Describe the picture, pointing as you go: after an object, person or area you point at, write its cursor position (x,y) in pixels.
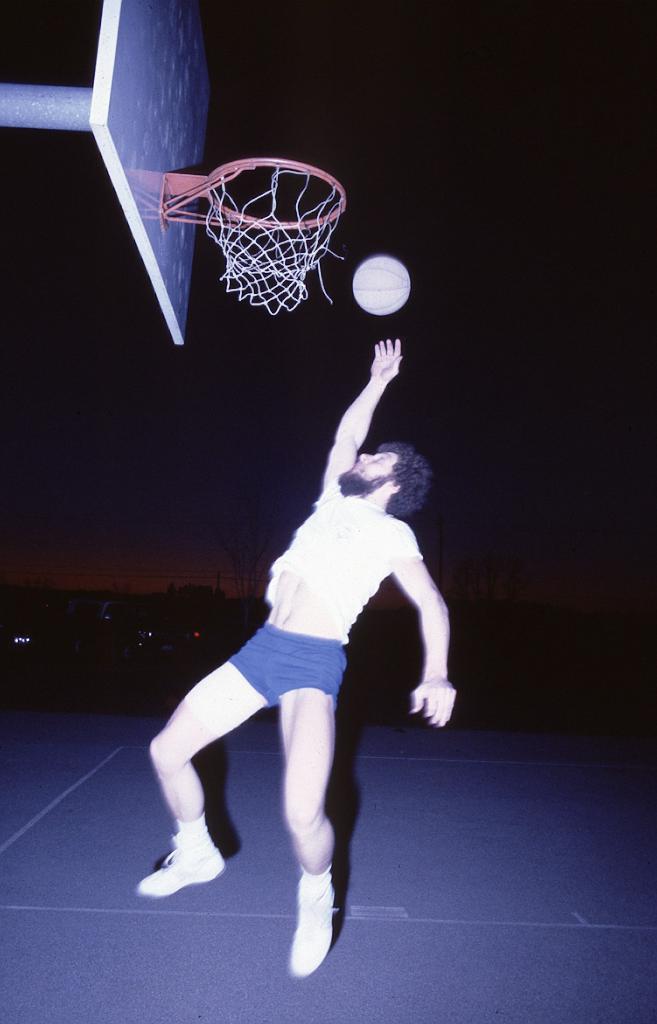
In this image we can see a person (309,632) playing basketball and in the background (17,669), the image is dark.
